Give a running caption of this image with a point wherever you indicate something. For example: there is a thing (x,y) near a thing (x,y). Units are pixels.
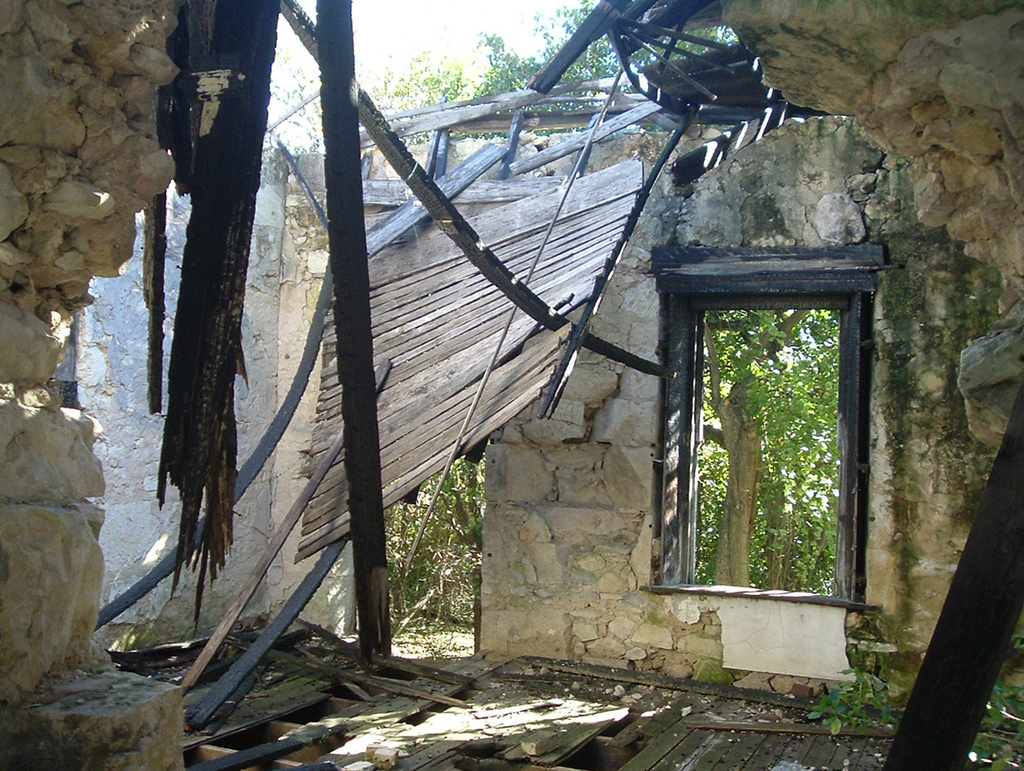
In this image, we can see the wall (646,335) with a window (661,491). There are some wooden objects (421,388). We can also see some trees (758,360).
